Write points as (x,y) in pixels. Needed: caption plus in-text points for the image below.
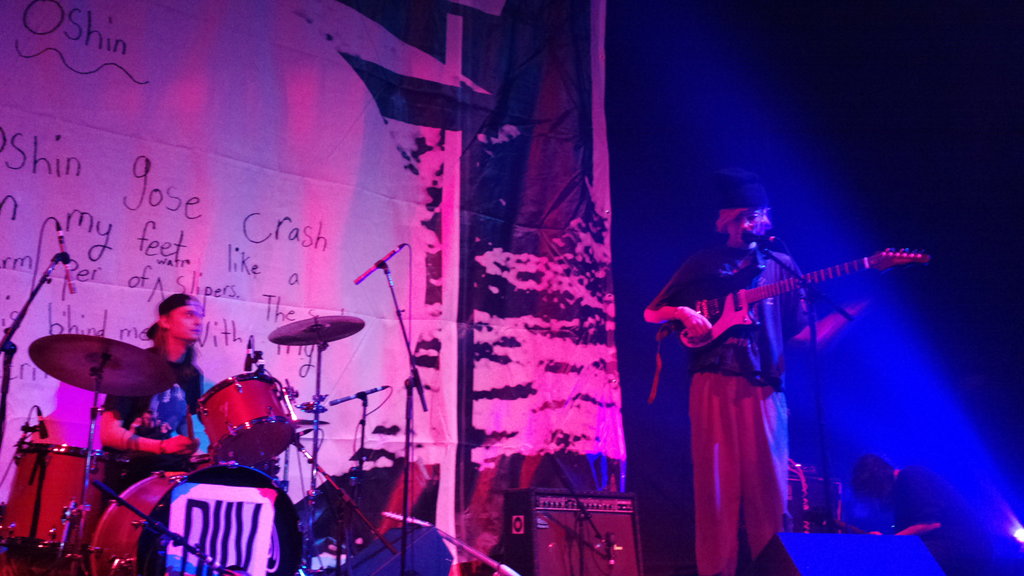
In this picture there are two persons (178,378) on the stage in which one is playing drums (162,496) and the other one is standing and playing a guitar (727,307) in his hands (684,325) in front of a microphone (814,298). There is a poster (514,166) in the background (438,168) and a blue light (928,423) in front of which a person (916,500) was crouching here.
